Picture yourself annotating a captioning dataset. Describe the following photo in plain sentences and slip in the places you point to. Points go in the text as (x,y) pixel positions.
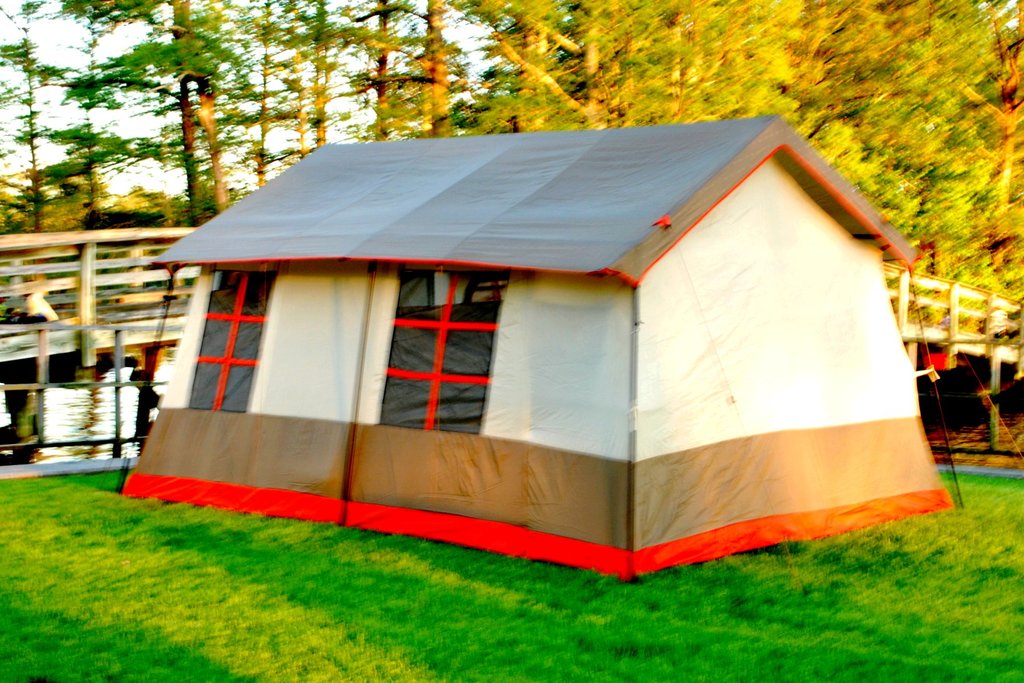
This picture shows a tent (383,217) and we see trees (657,4) and a bridge (0,357) and we see grass (56,614) on the ground (44,495).
